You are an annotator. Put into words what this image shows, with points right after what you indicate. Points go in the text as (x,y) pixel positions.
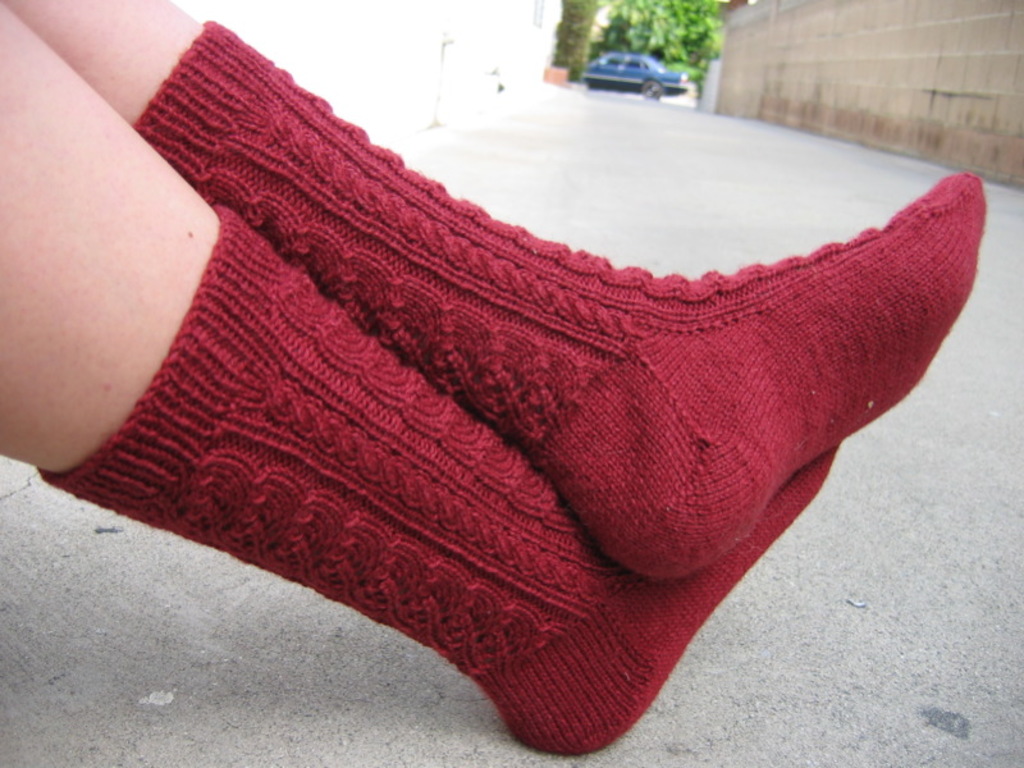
We can see a person's leg (184,285) with red socks (526,427). There is a road (714,184). In the background (751,60) we can see wall (805,60), car (653,57) and tree (620,32).
